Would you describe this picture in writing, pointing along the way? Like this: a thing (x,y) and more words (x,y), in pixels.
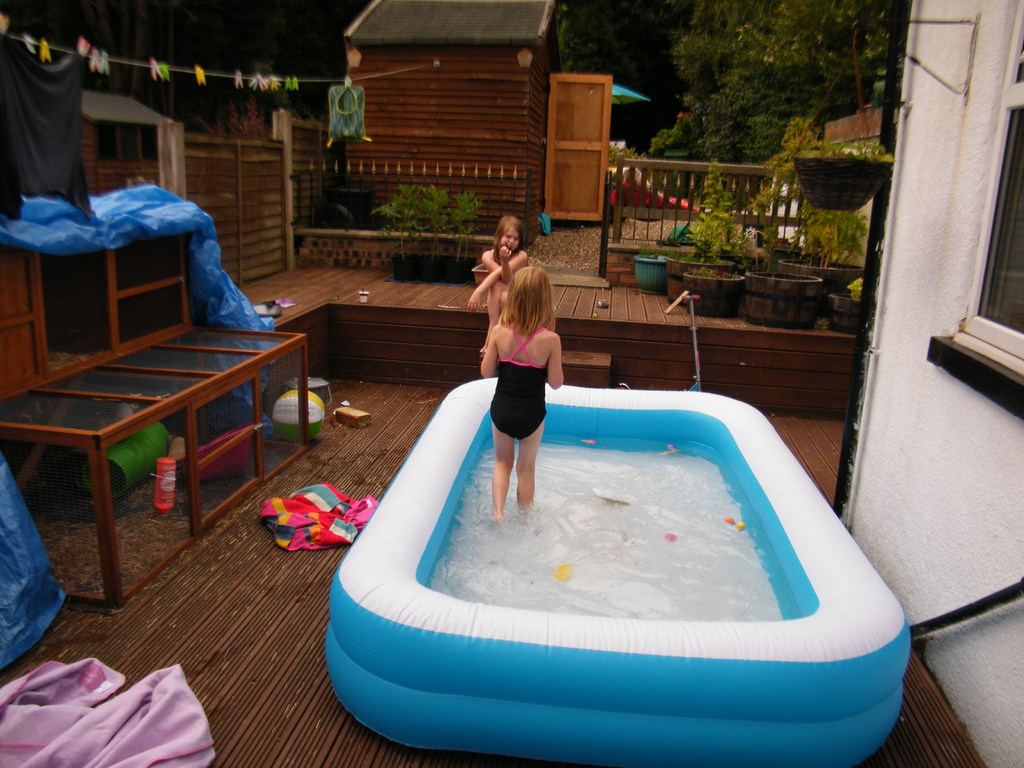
this is a portable pool (409,511) we see a girl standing in the pool (494,565) and a girl (510,247) outside the pool (591,420) and we can see some trees (637,25) around the house (533,3) and few plants (709,211). here we see a ball (286,401) on the floor (340,445).
